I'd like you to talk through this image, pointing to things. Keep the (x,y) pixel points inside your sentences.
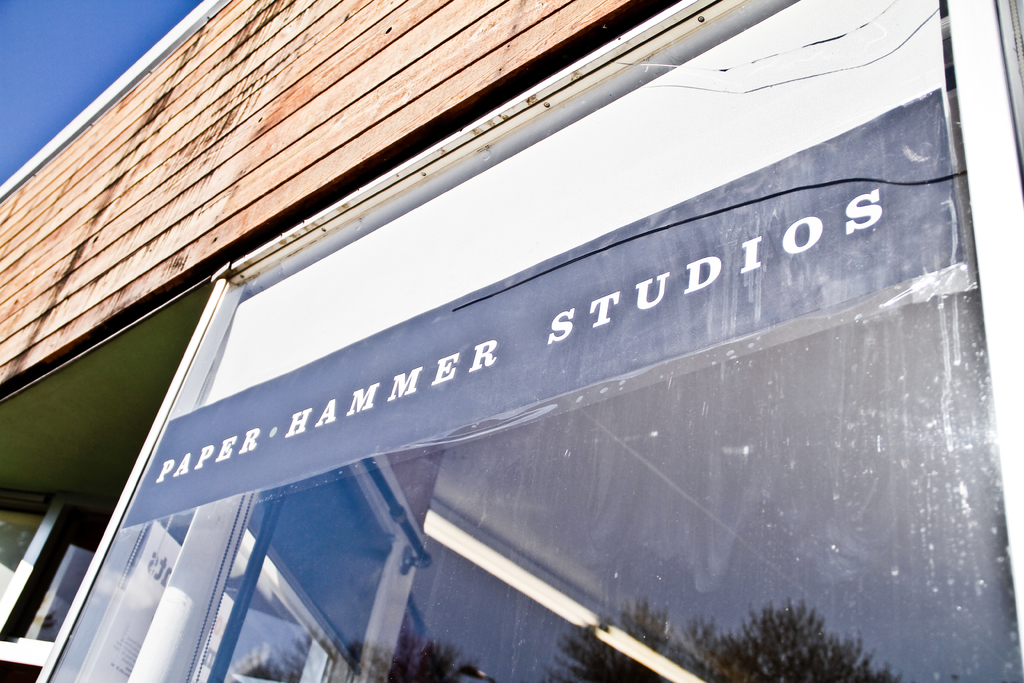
In this picture, we can see the wall (230,243) of a building (432,298), with glass door (357,651), and we can see some text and some reflections (393,574) on the glass (463,535), we can see the sky (65,81).
